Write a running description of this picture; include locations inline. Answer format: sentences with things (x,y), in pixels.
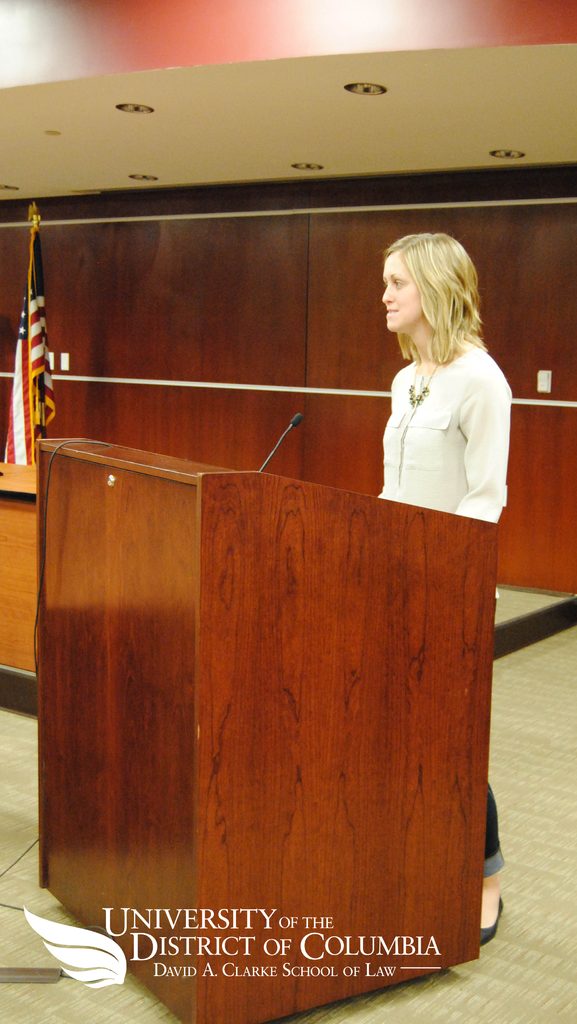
There is a woman (390,442) standing. She is standing in front of wooden stand (283,687). This is microphone (266,464) and there is a flag (37,413) on the left corner (37,414).
